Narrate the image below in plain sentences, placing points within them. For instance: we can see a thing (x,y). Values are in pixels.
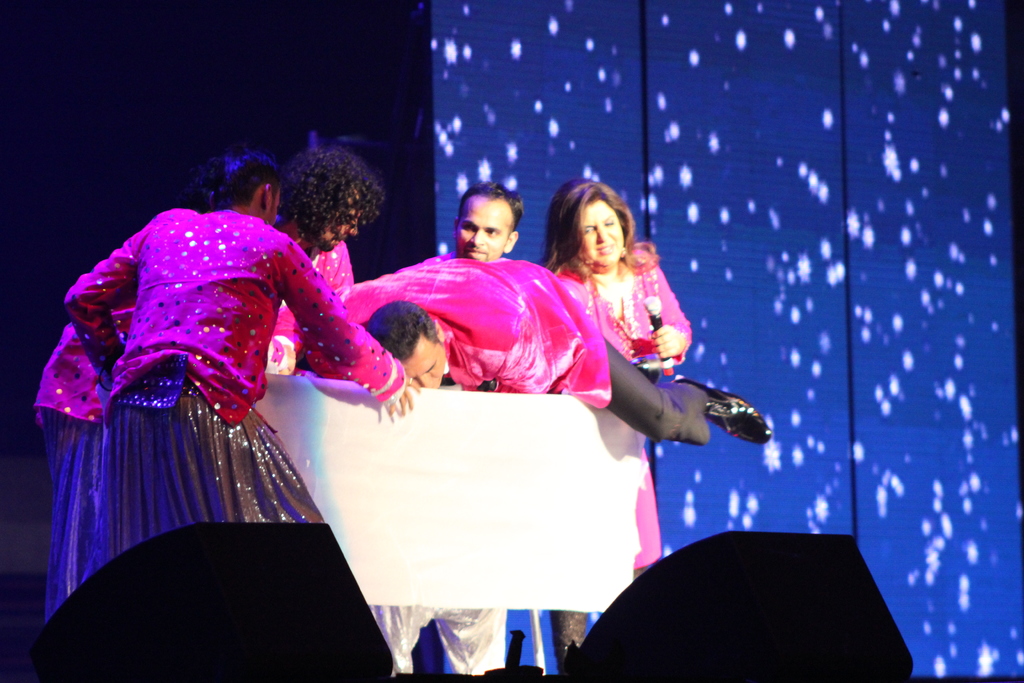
In this image we can see people (482,265) in costumes (422,295), object (399,549) look like wooden table (480,433) and we can also see the blue background (861,269).
